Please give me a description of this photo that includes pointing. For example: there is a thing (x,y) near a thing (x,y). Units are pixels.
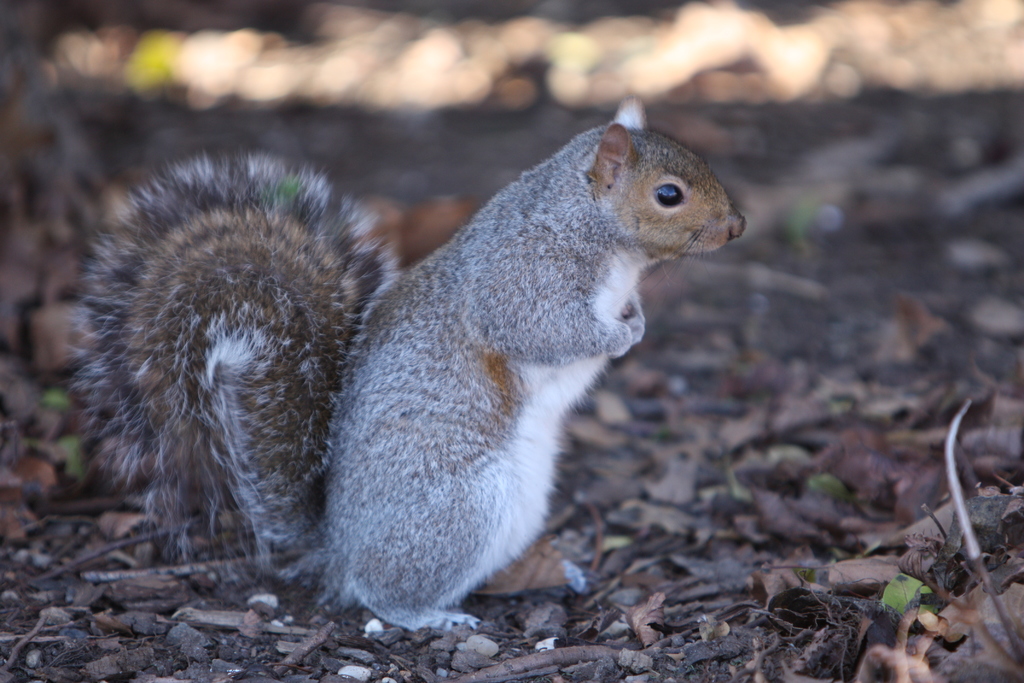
In this picture I can see squirrel (536,199) in front (412,421) and on the ground (21,282) I can see the leaves (619,446) and few sticks (315,639) and I see that it is blurred in the background (370,85).
